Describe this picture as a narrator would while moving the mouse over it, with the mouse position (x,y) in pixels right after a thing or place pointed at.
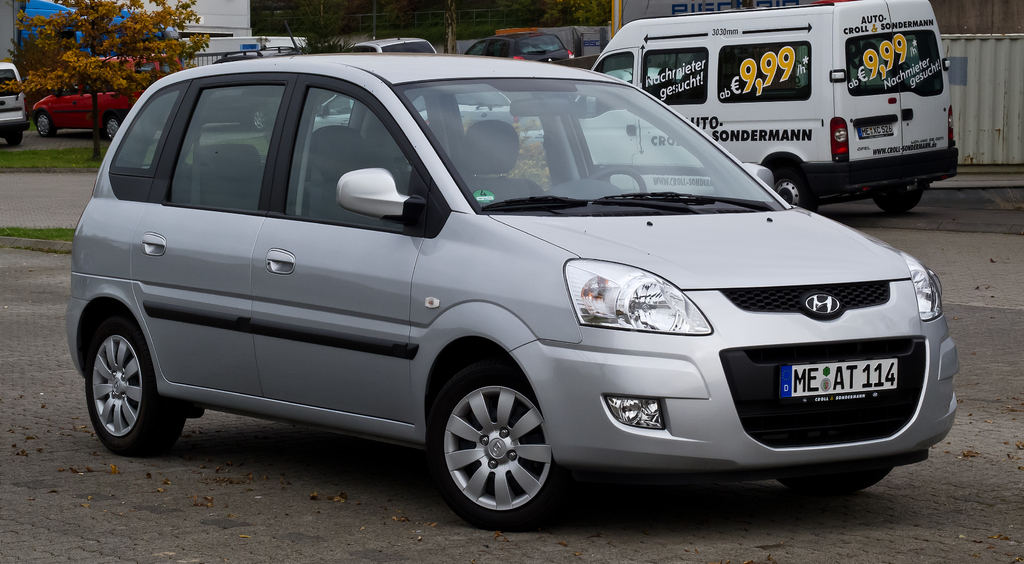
In this image we can see some vehicles (604,305) on the ground (981,473). We can also see some grass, trees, the barricade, a fence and a building (221,20).
